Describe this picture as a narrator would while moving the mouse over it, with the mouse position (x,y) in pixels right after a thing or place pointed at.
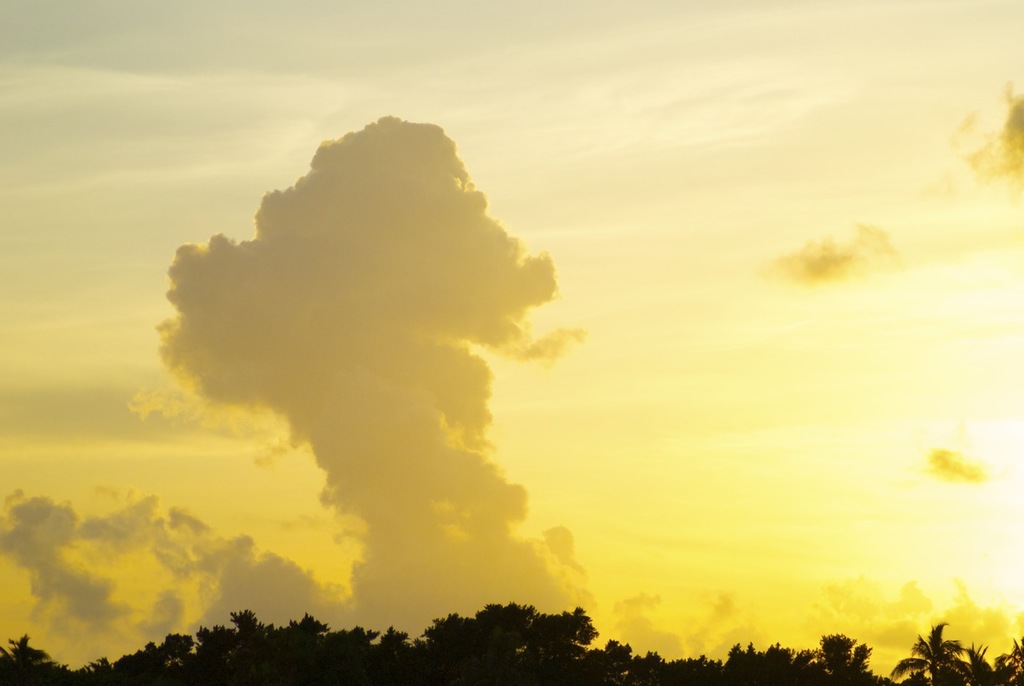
At the bottom (209,649) there are trees (368,648). In this picture we can see sky (729,268).
